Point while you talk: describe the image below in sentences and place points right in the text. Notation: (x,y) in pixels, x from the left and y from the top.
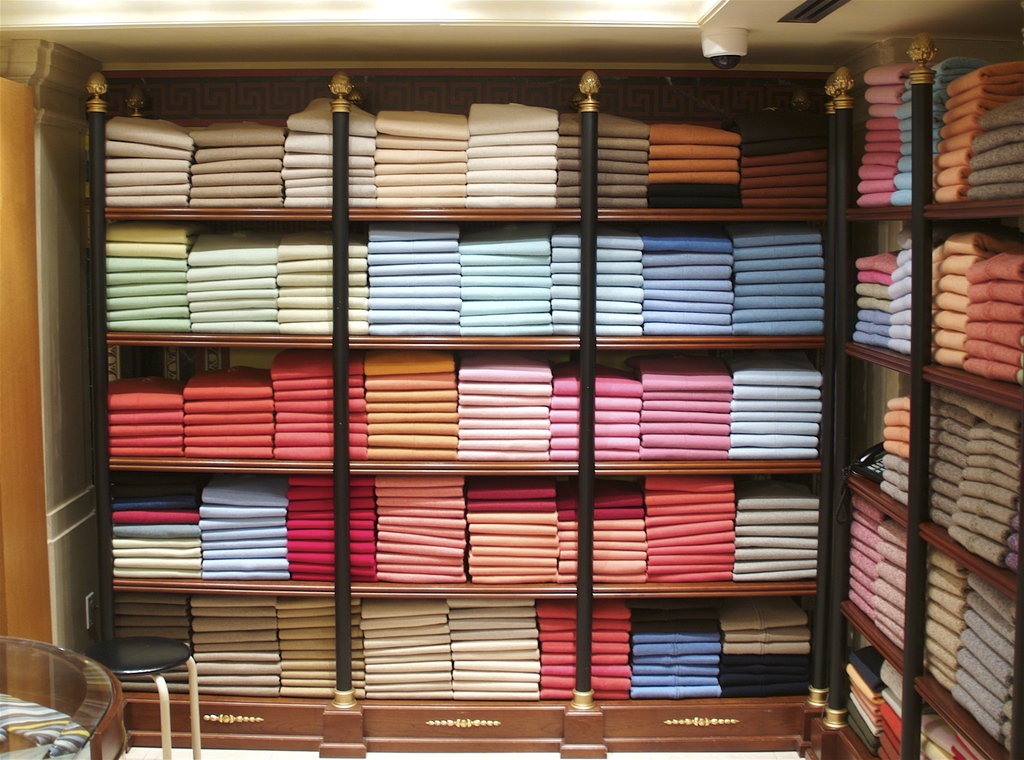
This picture shows many clothes (386,367) in the shelves (1018,746) and we see a stool (99,651) and a glass table (110,697) on the side and we see lights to the ceiling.
